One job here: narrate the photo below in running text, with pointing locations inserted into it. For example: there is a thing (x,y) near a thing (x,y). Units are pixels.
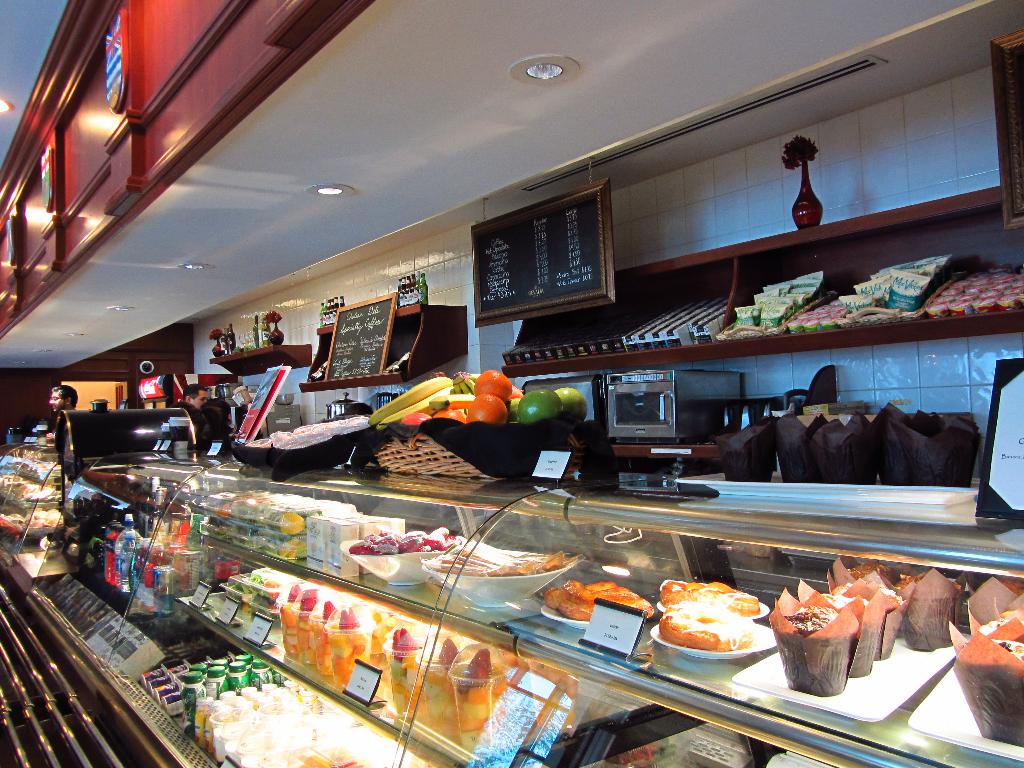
In this image we can see some food items (477,657) in the rack (641,664), on the rack (560,642) there are fruits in the basket (436,449), there are boards (625,641) with text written on the board (359,318), a board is hanged to the ceiling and a board (359,338) placed on the shelf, there are few objects (816,285) and flower vase (799,200) on the shelf (459,313) and two people (58,409) standing in the background (200,387) and lights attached to the ceiling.
